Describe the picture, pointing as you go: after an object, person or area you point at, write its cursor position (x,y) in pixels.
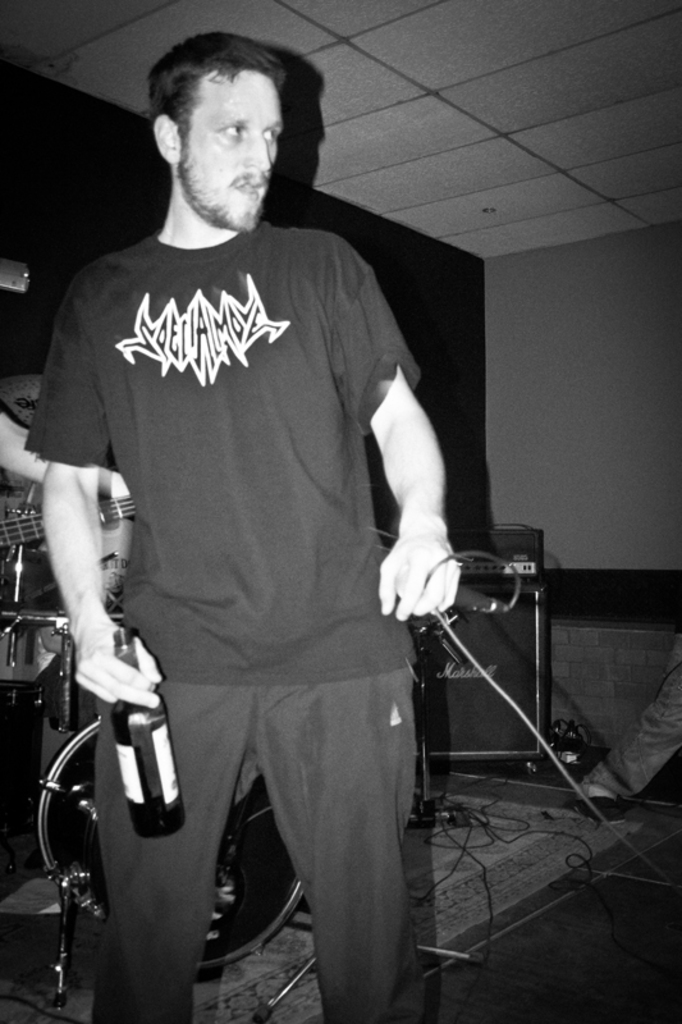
In this picture we can observe a man (179,530) standing, holding a bottle (135,722) in his hand (143,669). He is wearing T shirt (170,428). He is holding mic (468,590) in his other hand (408,536). In the background (510,638) there is a speaker (496,701) and we can observe some musical instruments (49,809). There is a wall (573,421) here. This is a black and white image.
